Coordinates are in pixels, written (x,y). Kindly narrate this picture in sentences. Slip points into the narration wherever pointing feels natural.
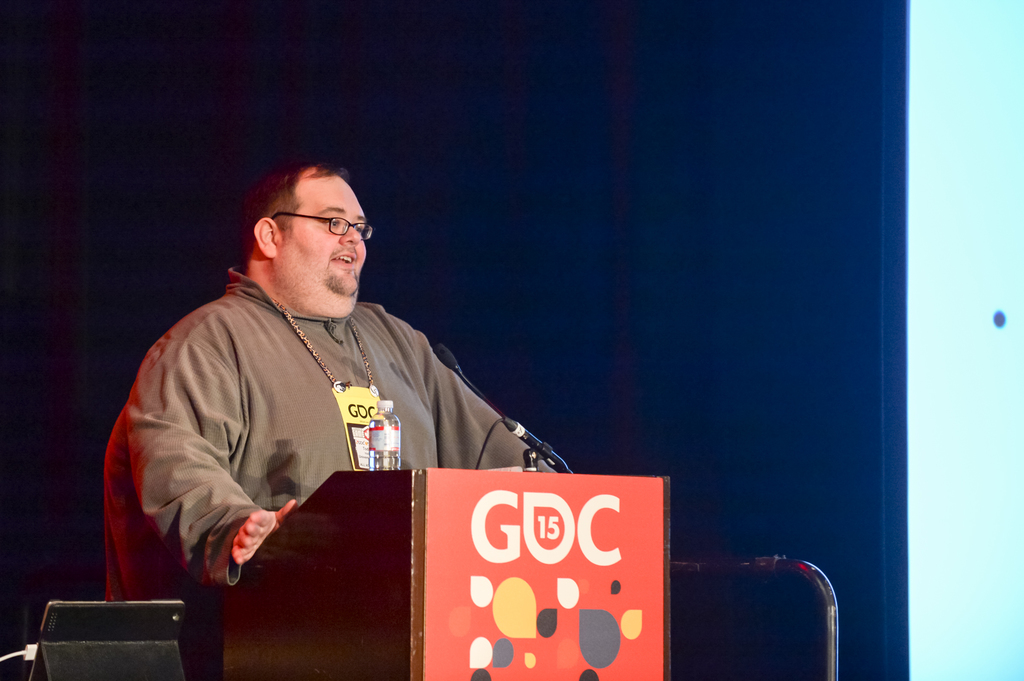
In this picture we can see a man (432,368) who is standing in front of mike (455,359). He has spectacles (358,226). This is podium (440,549) and there is a bottle (374,435).
